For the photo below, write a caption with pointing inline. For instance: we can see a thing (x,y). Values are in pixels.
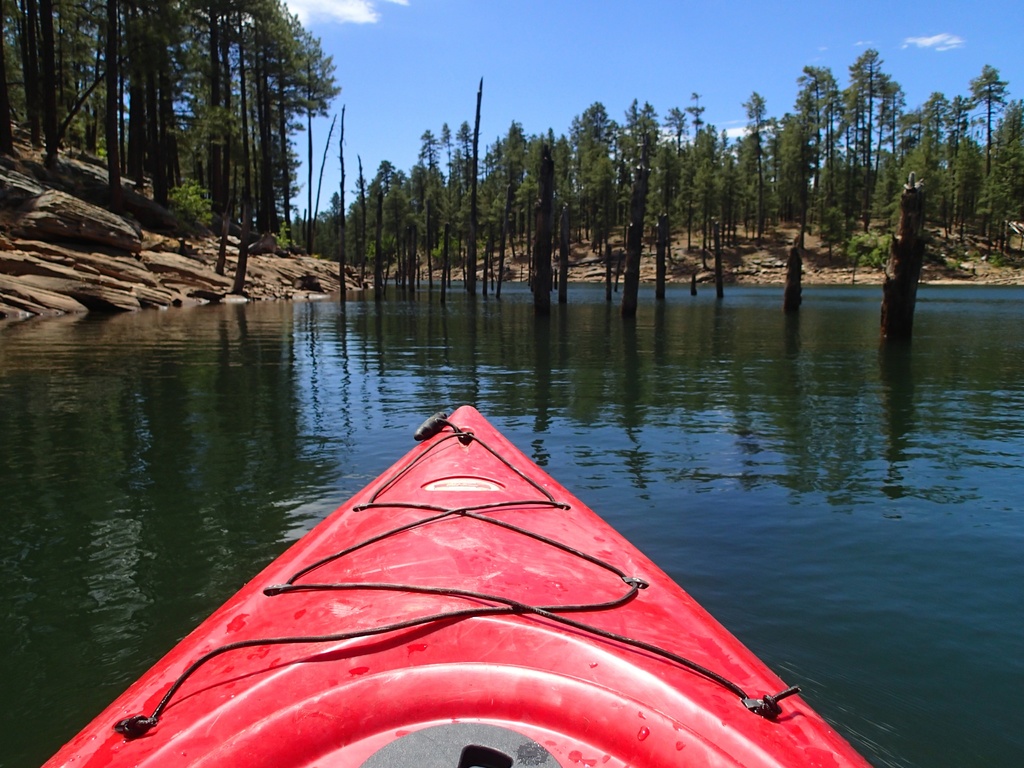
In this image there is the water (374,367). In the background (110,291) there is the ground (711,246). There are rocks (140,224) and trees (571,172) on the ground (735,268). At the top (498,48) there is the sky (475,48). At the bottom (348,672) there is an edge (395,520) of a boat (348,595).
